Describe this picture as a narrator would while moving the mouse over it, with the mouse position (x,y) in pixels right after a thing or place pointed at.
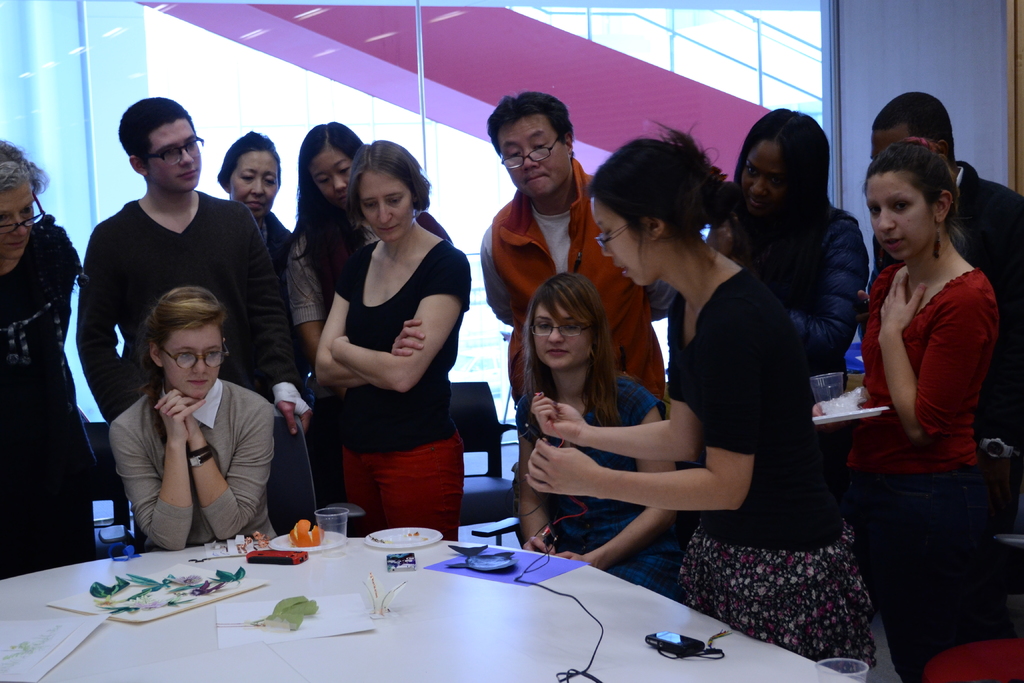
In this image we can see a group of people (759,391) standing on the ground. One woman (920,292) is holding a glass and a plate (857,411) in her hand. In the foreground of the image (635,589) we can see two women (581,533) sitting on chairs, glasses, plates (382,545), some devices (289,562) and some objects (122,592) placed on the table (445,665). In the background (520,76), we can see glass doors (696,77) and some poles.
